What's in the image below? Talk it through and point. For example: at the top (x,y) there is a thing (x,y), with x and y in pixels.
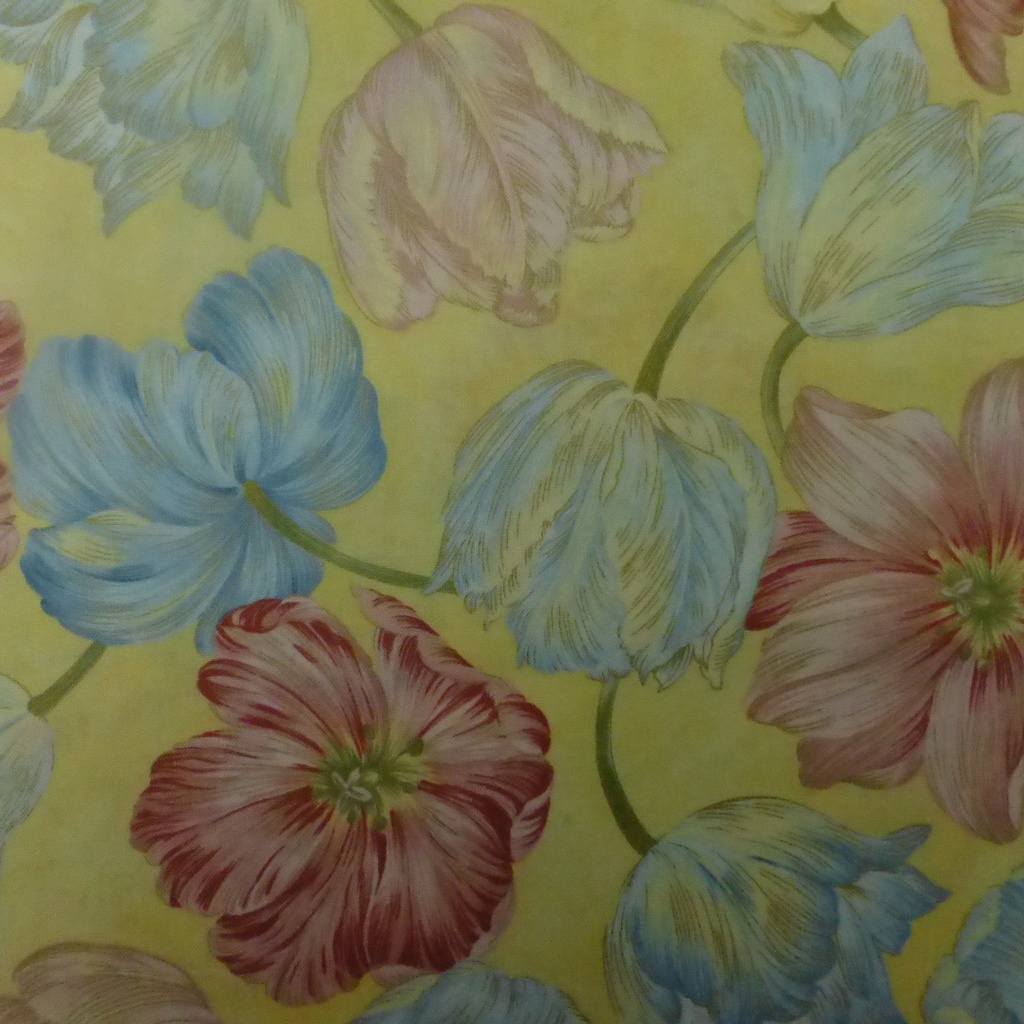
In this image I can see some flower paintings (341,394) on a paper (688,198). The flowers (395,872) are in blue and red colors and the paper (578,309) is in yellow color.
